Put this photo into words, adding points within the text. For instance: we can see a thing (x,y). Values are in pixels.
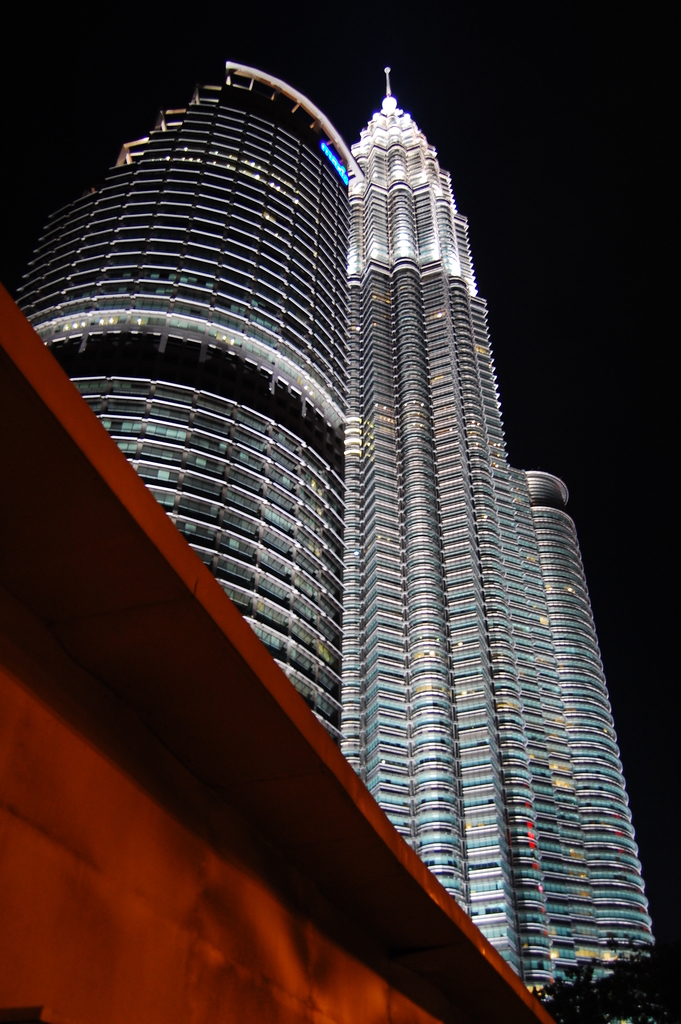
In this image in the center (372,514) there are buildings (286,462) and in the front (143,816) is an object (114,850) which is red in colour.
